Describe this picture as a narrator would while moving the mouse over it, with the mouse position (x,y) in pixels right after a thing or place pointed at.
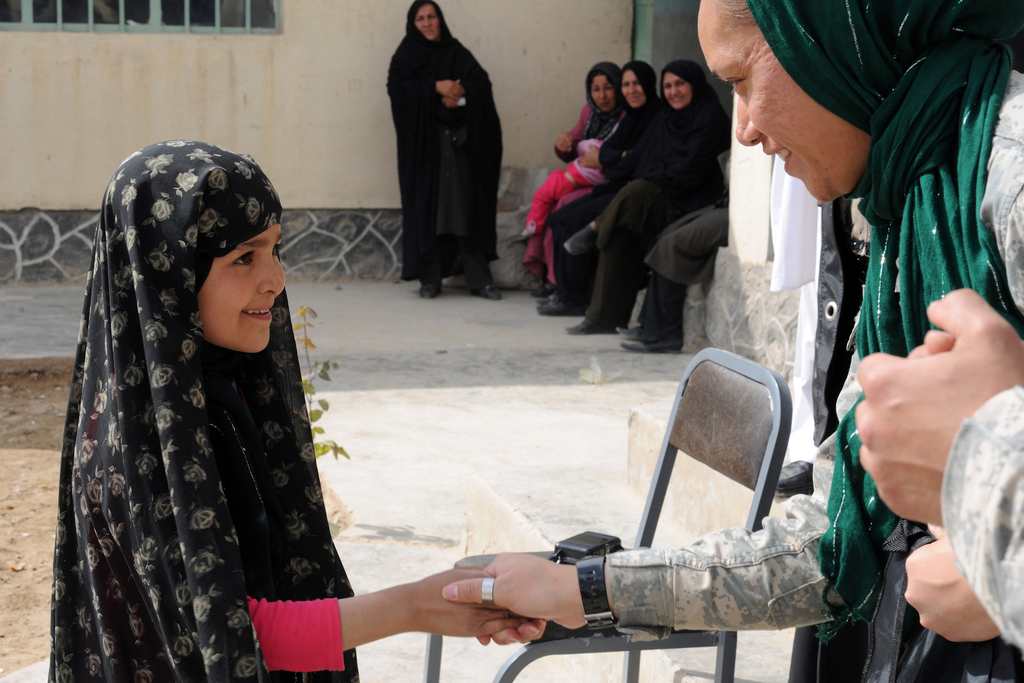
There are three women (600,213) sitting and two women (919,239) standing. This looks like a chair (668,470) with an object (601,539) on it. This woman (764,579) is hand shaking with the girl (226,545). I think this is a building wall (357,81). On the right side of the image (914,497), I can see a person's hand (931,445). This looks like a plant (319,445).
